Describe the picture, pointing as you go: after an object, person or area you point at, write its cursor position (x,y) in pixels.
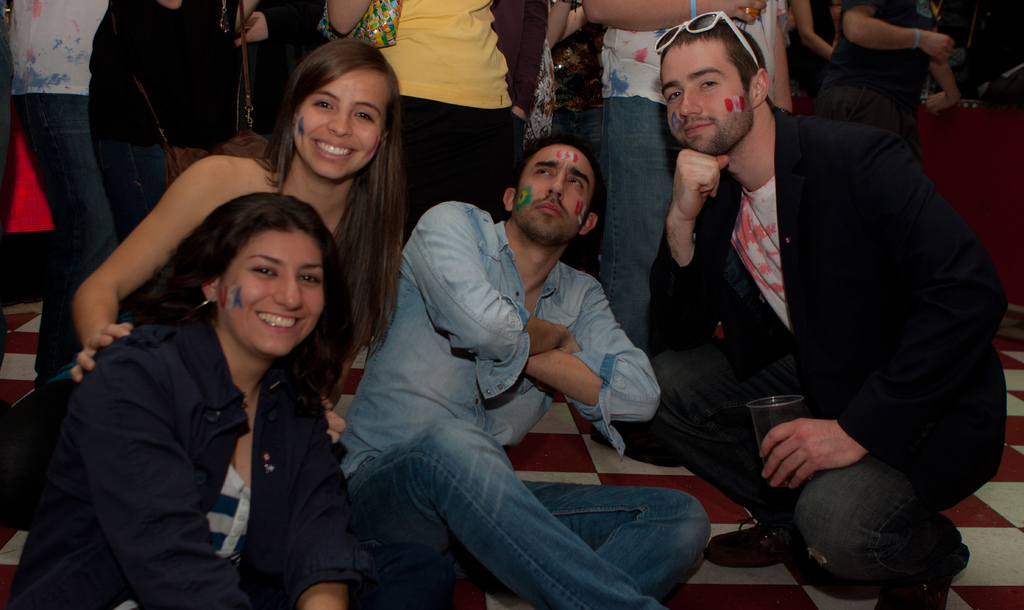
In this image we can see people (284,268). These two people (277,332) are smiling. This man (762,219) is holding a cup (780,432). This person (511,417) is giving a still.
